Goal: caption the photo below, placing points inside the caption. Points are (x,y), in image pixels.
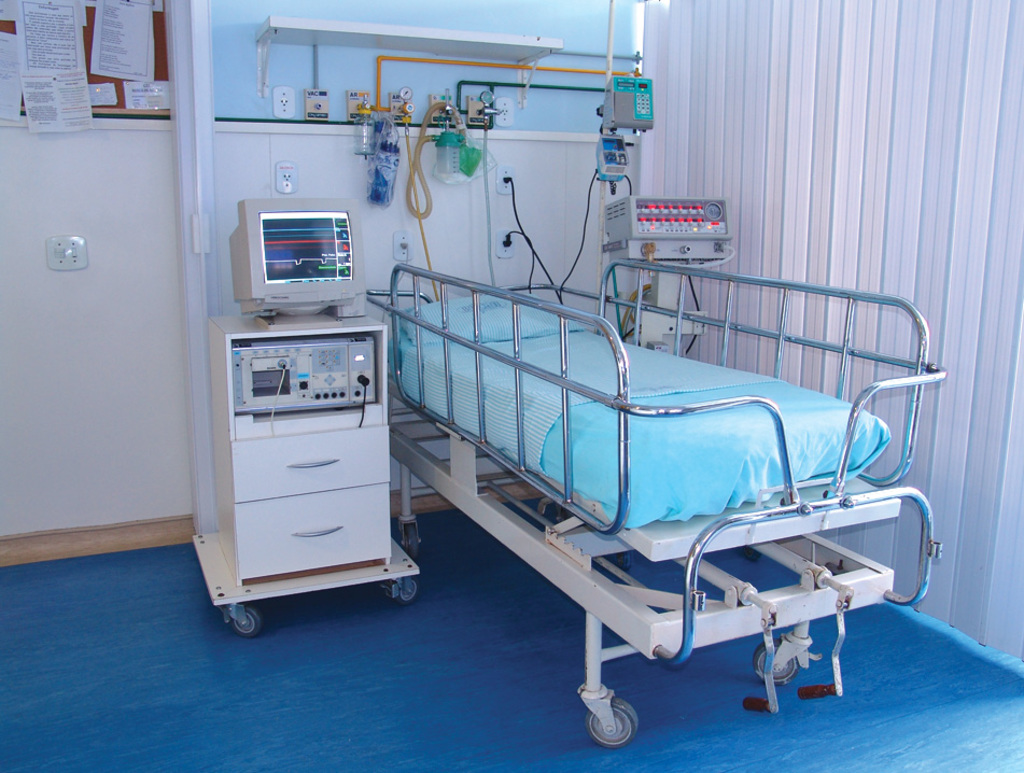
In this picture we can see a bed (631,386) and few metal rods (542,288), beside to the bed (535,349) we can find a monitor (310,305) and few medical equipments (369,340), and also we can see window blinds (874,150).
